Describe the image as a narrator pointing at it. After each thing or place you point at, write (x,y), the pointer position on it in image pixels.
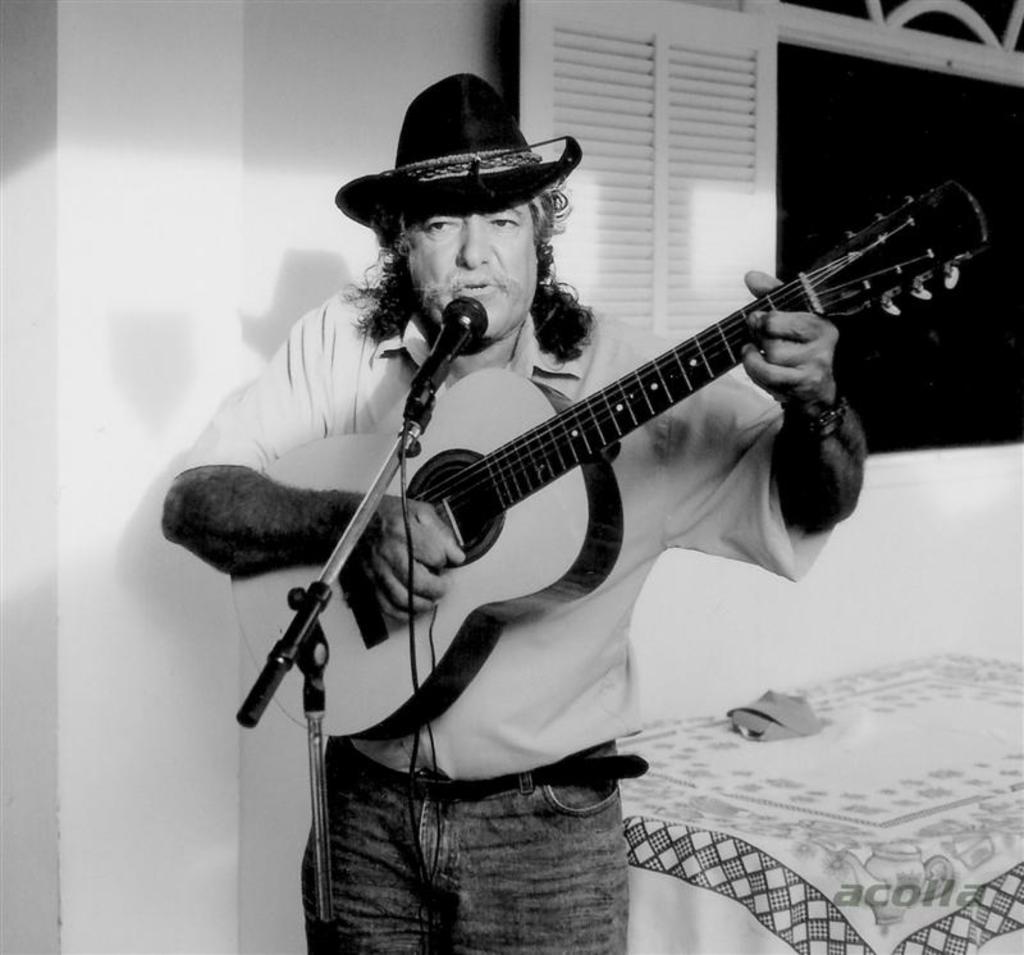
In this picture we can see a man (621,760) who is standing in front of mike (471,319) and playing guitar (846,313). And this is the wall (60,333), there is a window (765,197) and this is the table (882,793) and there is a cloth (792,907) on the table (735,903).
